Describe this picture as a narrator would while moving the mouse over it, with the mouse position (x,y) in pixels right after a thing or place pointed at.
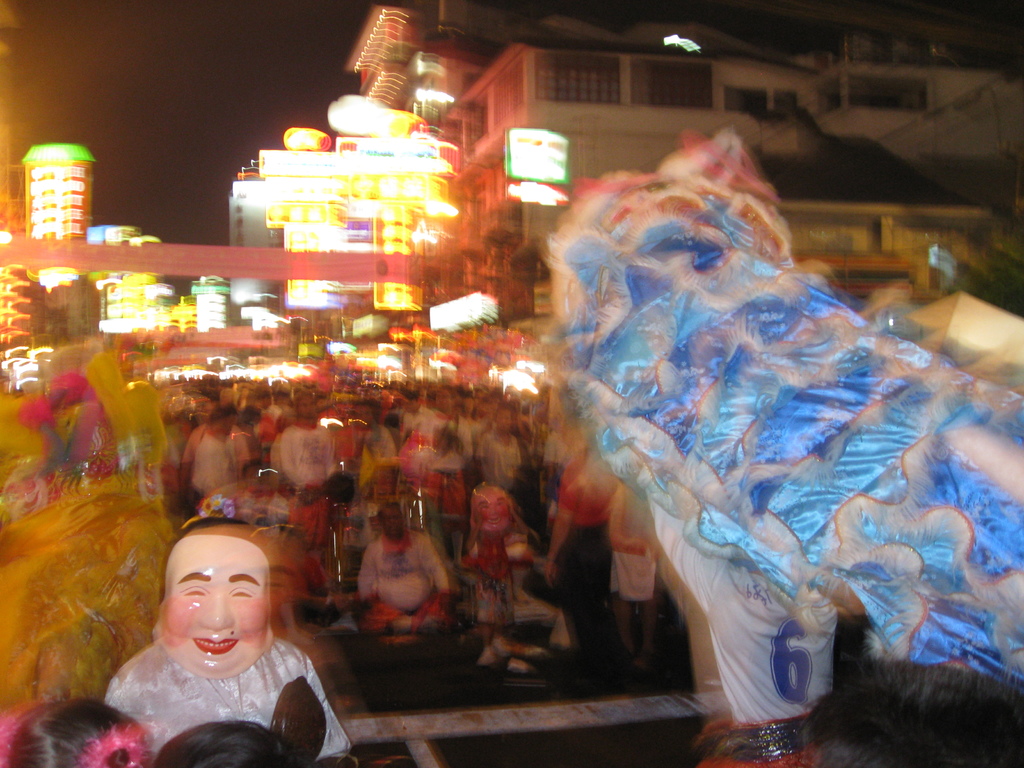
In the foreground of this image (798,614), there are people (775,620) performing lion dance on the right (778,484). We can also see few people (180,715) at the bottom (259,743). In the background (420,435), there are people (193,420), buildings (501,120), lights (294,187) and the dark sky (277,72).
